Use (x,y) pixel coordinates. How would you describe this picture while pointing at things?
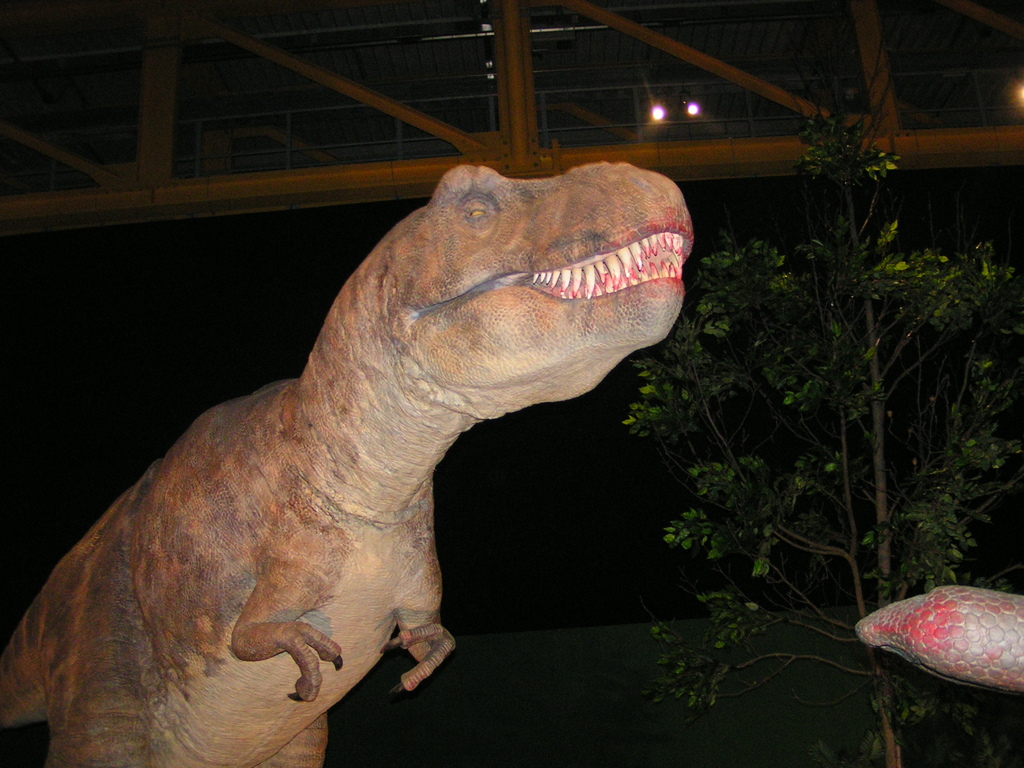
In this image I can see the dinosaur (249,506) which is in brown and cream color. To the side I can see the tree (767,374). At the back (292,157) I can see the building (351,140) with lights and railing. And there is a black background (70,344).
